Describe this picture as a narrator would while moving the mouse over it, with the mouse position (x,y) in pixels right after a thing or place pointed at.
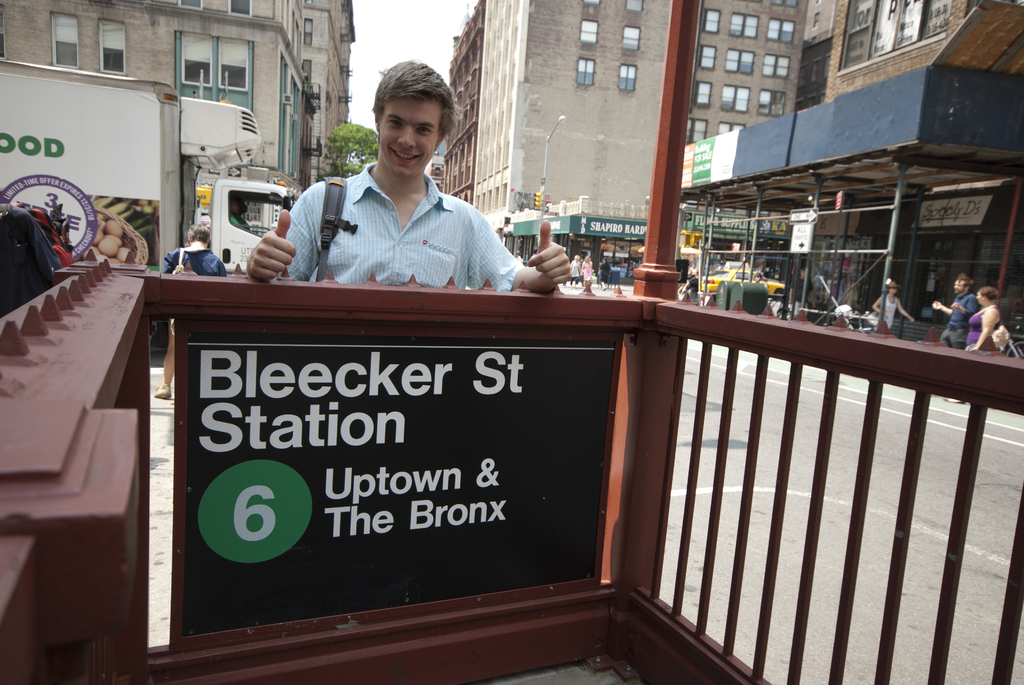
This picture is clicked in the city. In front of the picture, we see a black color board (391,487) with some text (413,513) written on it. Beside that, there is a railing (642,496). Behind the board (455,462), we see a man (340,278) in blue shirt (340,278) is standing. He is smiling. Behind him, we see a vehicle (171,169) in white color is moving on the road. On the right side (689,280), we see people (956,298) walking on the sidewalks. We see buildings (645,91) and street lights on the right side (715,57). In the left top of the picture (323,16), we see buildings (207,77) and trees (347,160).
